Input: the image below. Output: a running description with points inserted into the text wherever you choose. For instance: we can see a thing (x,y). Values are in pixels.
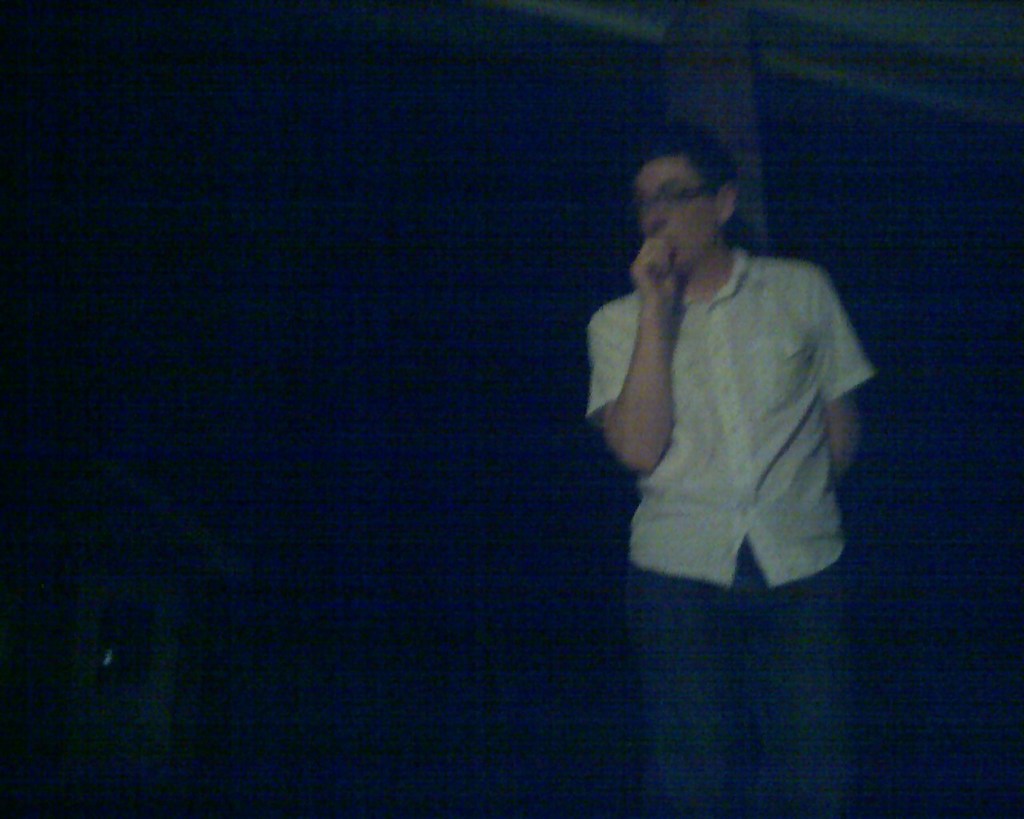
In this picture we can see a man (744,536) wearing white shirt (737,432) standing in the front (786,719). Behind we can see the dark background (327,159).
